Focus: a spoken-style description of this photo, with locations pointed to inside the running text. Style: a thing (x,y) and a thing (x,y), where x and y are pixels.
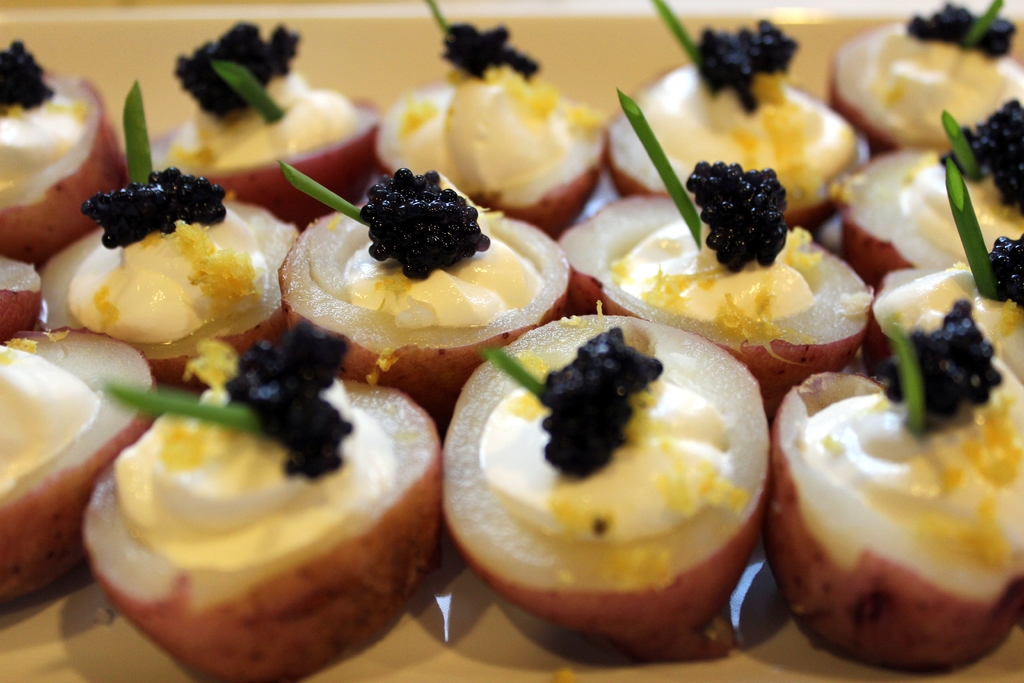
There are some potatoes (534,292) on a surface (539,627). On the potato (803,609) there is cream (619,465) and a black color thing (440,265) with green stick (325,193) on that.
